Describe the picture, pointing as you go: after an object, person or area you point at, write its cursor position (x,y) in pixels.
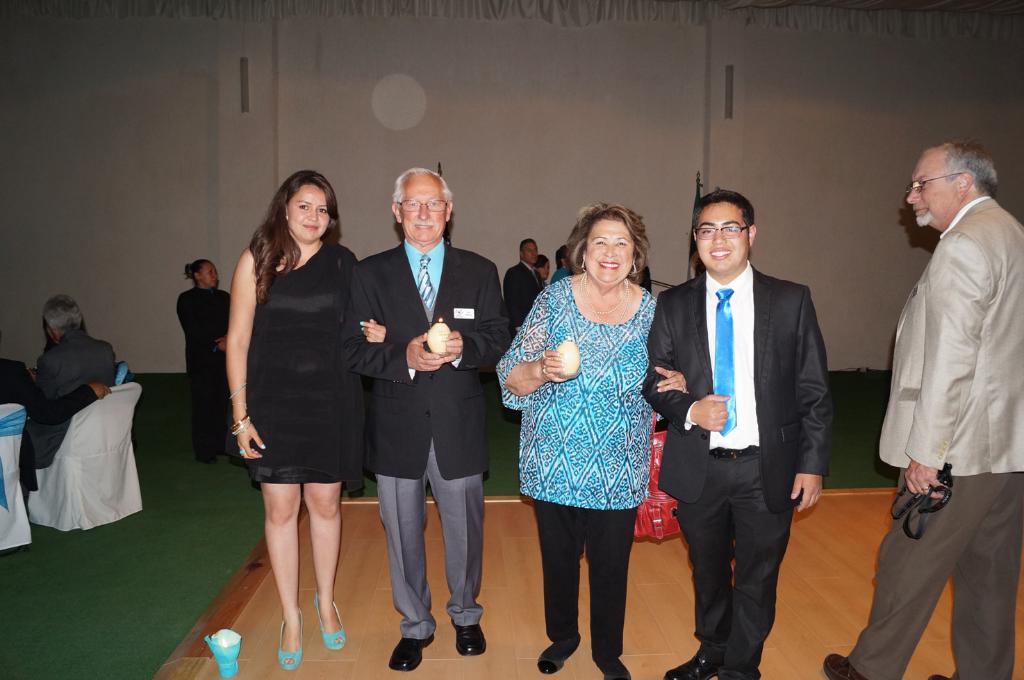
In the center of the image (671,227) there are people (843,664) standing. At the left side of the image (46,309) there are people (104,344) sitting on chairs (119,489). In the background of the image (513,157) there is wall (462,157).
